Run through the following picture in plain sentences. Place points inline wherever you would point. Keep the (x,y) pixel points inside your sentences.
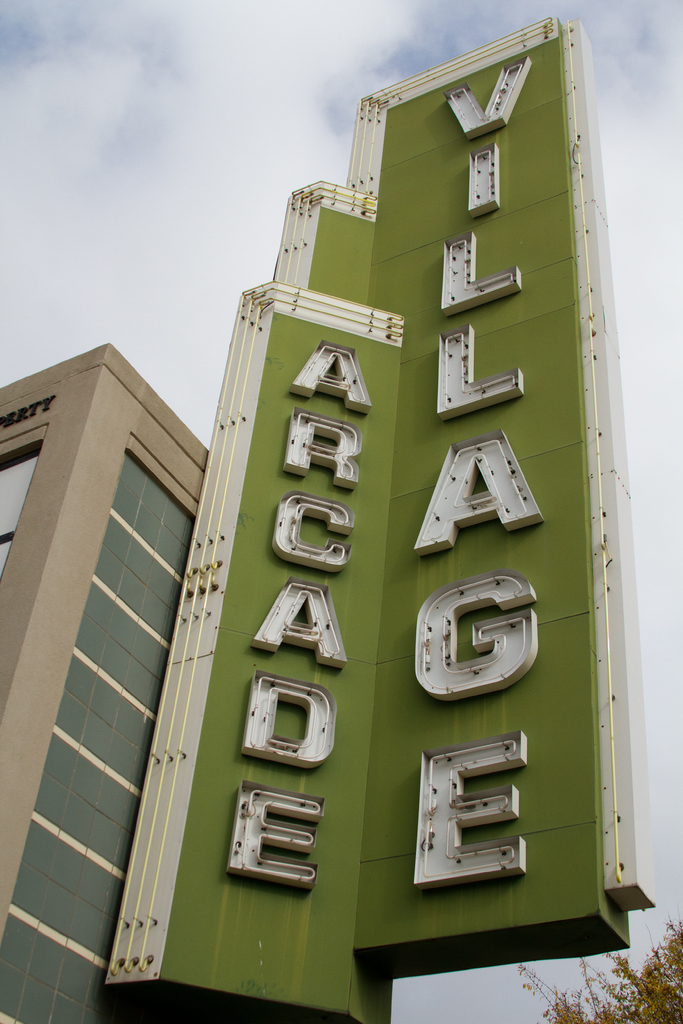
In the picture there is a building (55,867) and beside the building (38,392) there is a name (327,619) written on a green background (375,490), it is very huge and in the background (682,785) there is a sky (646,392).
